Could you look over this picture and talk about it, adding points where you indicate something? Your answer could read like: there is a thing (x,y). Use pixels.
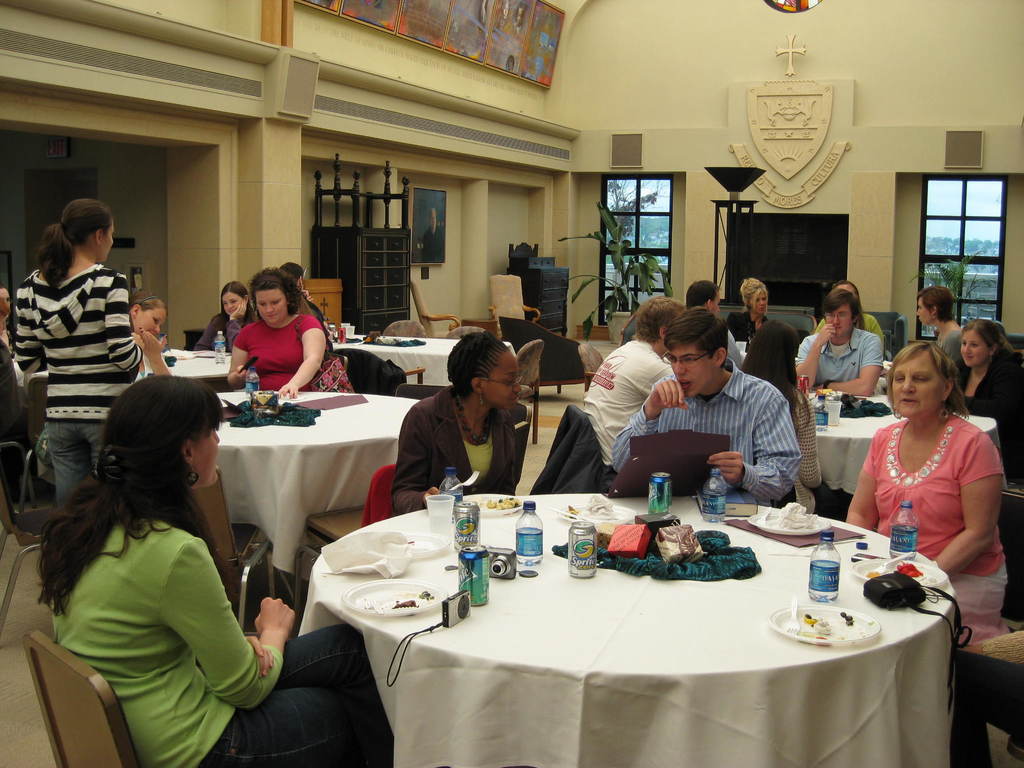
There is a group of people (729,326). They are sitting on chairs (328,531). On the left side of the person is standing. There is a table (620,608). There is a glass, plate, cloth (718,638), bottle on a table (690,501). We can see in the background (793,209) wall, TV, posters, shield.
